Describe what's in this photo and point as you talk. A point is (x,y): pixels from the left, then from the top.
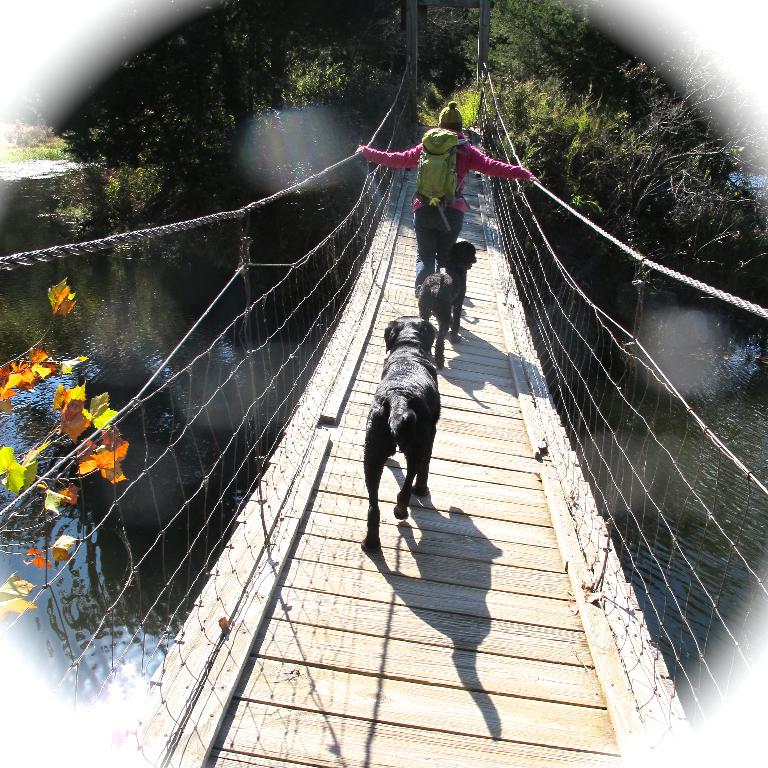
This is an edited image. There is water (742,481) and there are trees (21,477) on the left (124,434) and right corner (756,525). It looks like a suspension bridge (449,373), there are animals (463,249) and there is a person (428,235) in the foreground (418,354). And there are trees (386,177) in the background (356,144).
